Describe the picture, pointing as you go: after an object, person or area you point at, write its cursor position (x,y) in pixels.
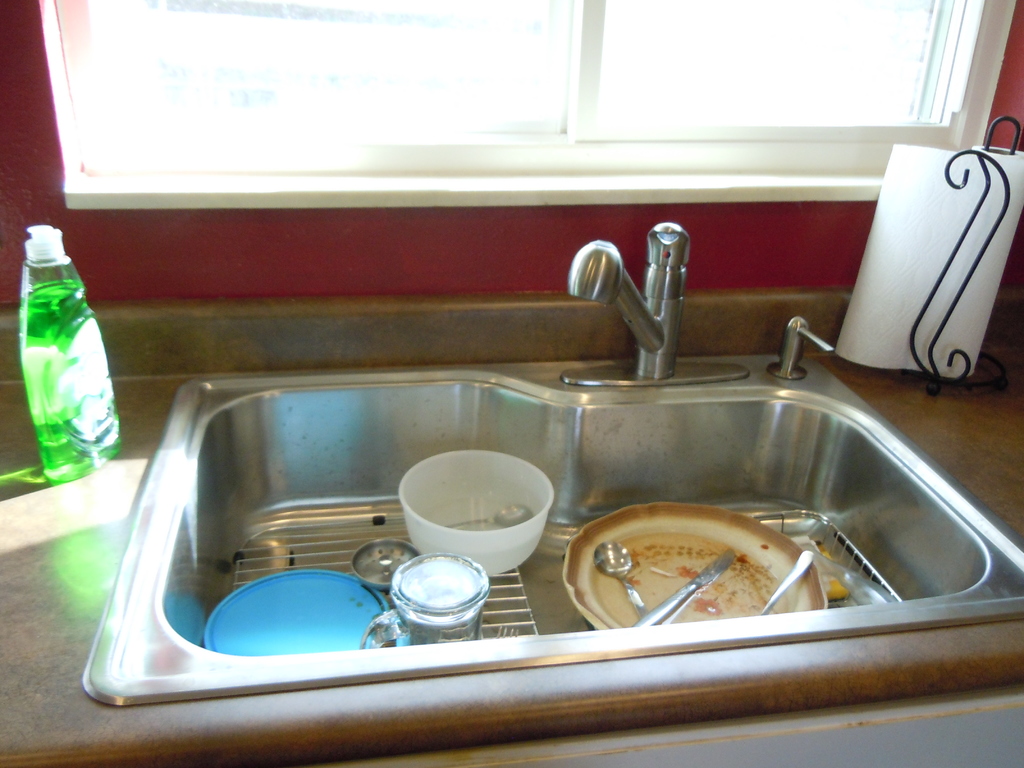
This picture shows a wash basin (868,458) and we see a tap (702,371) to it and a dish washing liquid bottle (68,328) and we see few used vessels (433,560) in the wash basin (741,407) and we see a paper roll (909,321) on the side and a glass window (917,4).
